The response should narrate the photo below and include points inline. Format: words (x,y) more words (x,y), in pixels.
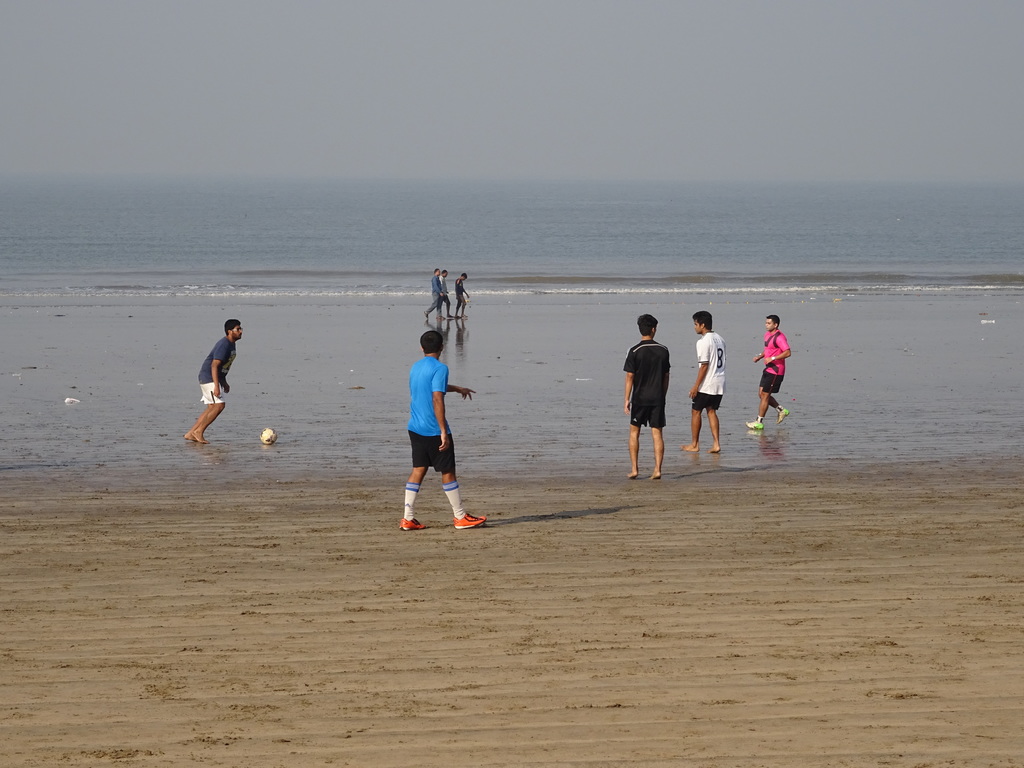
In this image there are some persons (459,493) standing in middle of this image (631,437). There is a ball (272,436) at left side of this image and there are three persons (446,286) are walking at middle of this image (437,295). There is an ocean (537,210) in the background (483,254) and there is a sky (478,118) at top of this image (569,108).
